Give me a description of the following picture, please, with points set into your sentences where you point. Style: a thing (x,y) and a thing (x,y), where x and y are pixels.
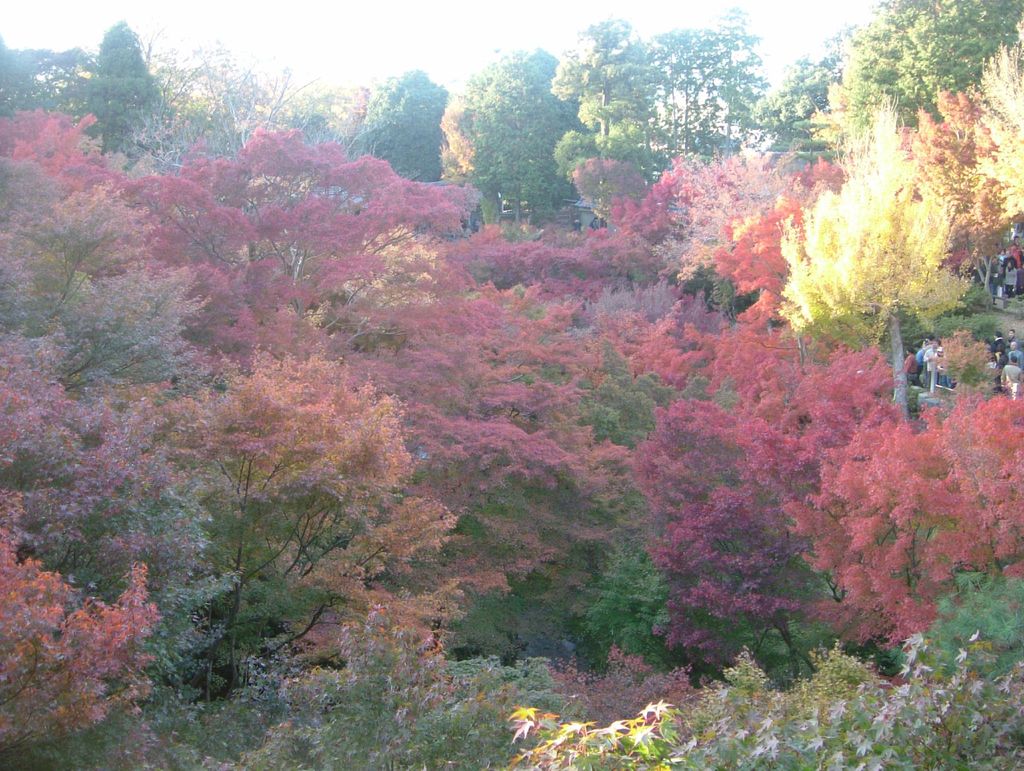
In the foreground of this image (439,586), there are trees (479,291). At the top (407,4), there is the sky (347,44) and we can also see few people (1016,228) on the right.
